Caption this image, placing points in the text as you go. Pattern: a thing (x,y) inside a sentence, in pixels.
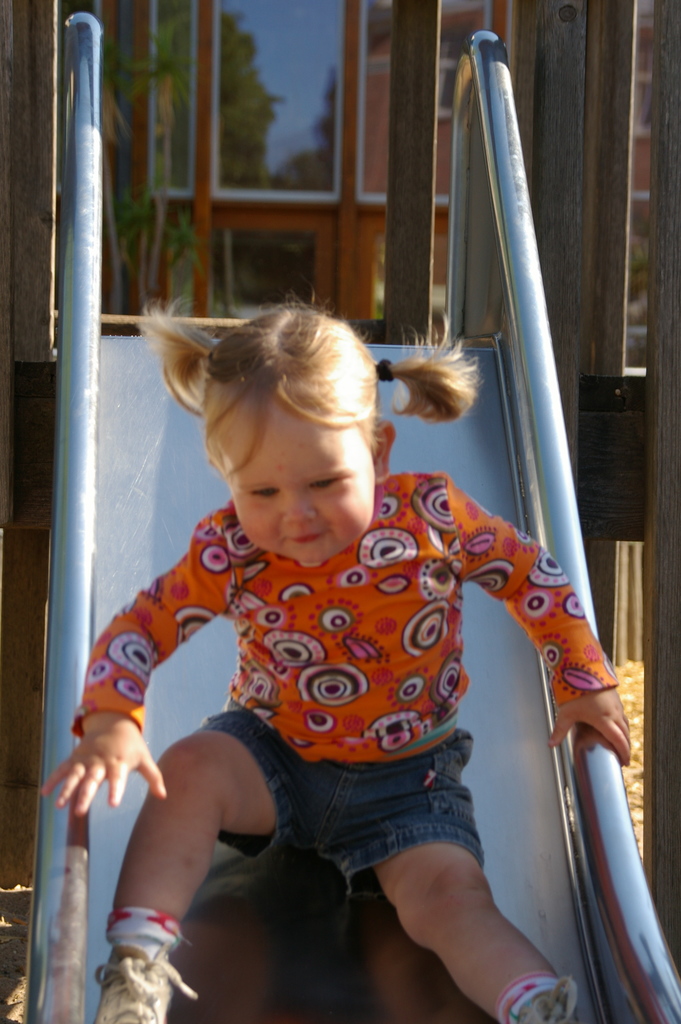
In the picture we can see a girl child (231,535) on the playground equipment (511,865) and behind it we can see a door (345,129) with a glass (381,282) to it.
